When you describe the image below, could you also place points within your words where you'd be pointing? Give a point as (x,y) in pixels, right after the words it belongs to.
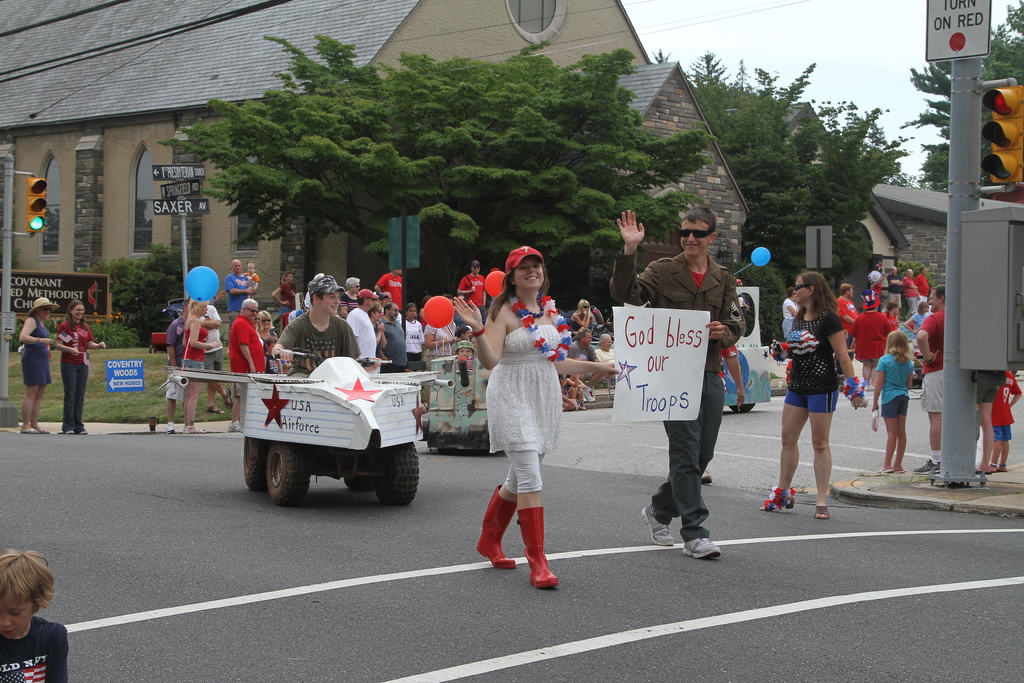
In this image we can see many people (38,374). Some are wearing caps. And there are balloons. And we can see vehicles (308,418) on the road (380,538). On the right side (965,127) we can see sign board (975,28) with a pole (964,189). Also there is a box (985,345) on the pole (973,151). In the background (496,171) there are trees (788,211) and buildings (133,211). Also there is a traffic signal (42,200) with pole (5,181). And there are sign boards (164,178) on a pole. And we can see man (685,300) and woman (592,364) and they are holding paper (645,384) with text (678,399).
